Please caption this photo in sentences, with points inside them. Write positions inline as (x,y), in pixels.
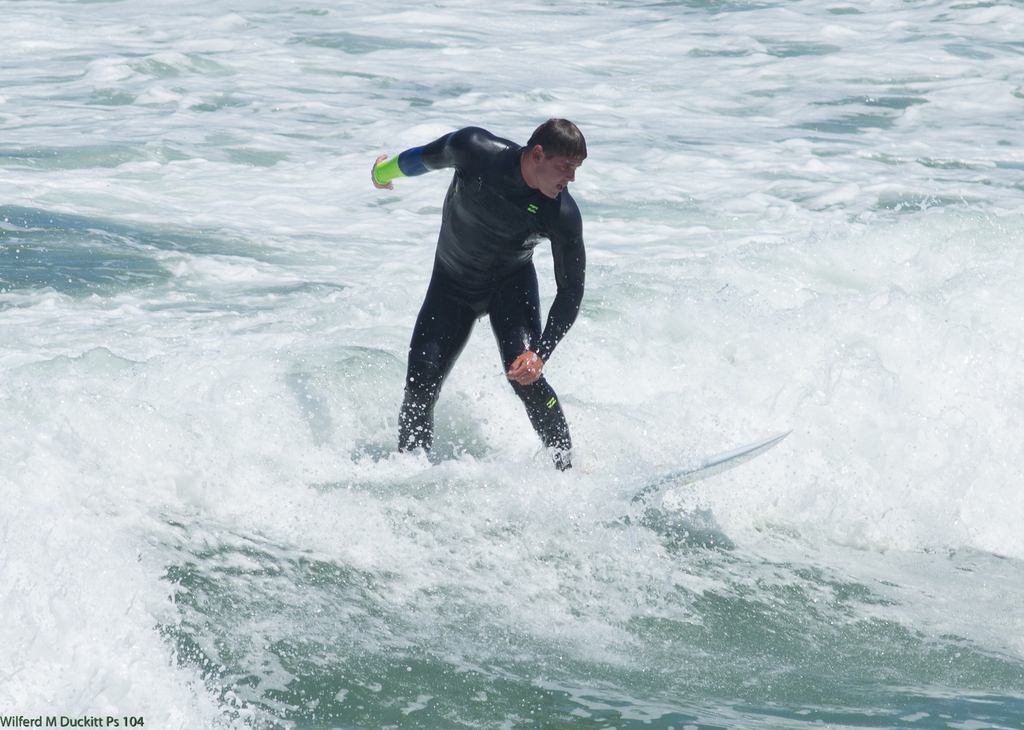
A person (481,192) is standing on a surfboard (744,454) on the water (470,410). He is wearing a black wetsuit (428,416).
